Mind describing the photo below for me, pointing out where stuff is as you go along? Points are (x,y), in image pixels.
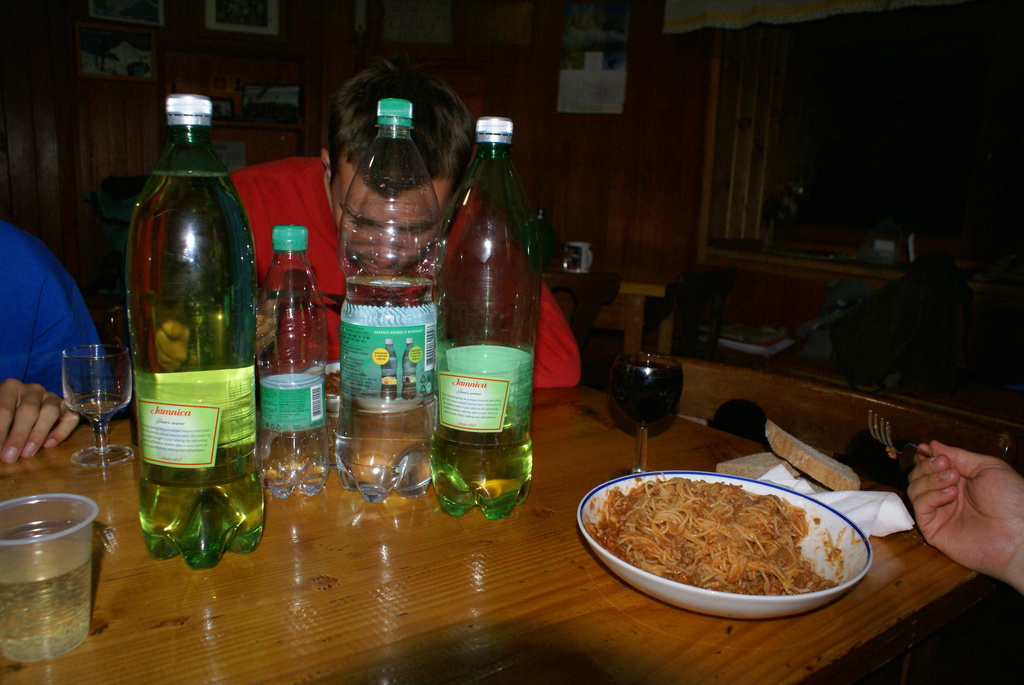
is a big table (366,535) on the table (553,582) there is some glass (103,388), bottles (493,438), plastic glass (48,560), bread (774,447) and plate (639,560) is there the plate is full of noodles (664,544) and behind the table (563,398) the two persons (46,328) are sitting on the chair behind the persons (57,321) the big wall (123,91) is there the wall (675,119) has many photo frames (598,84) and the person (946,453) who is eating the noodles (761,549).
